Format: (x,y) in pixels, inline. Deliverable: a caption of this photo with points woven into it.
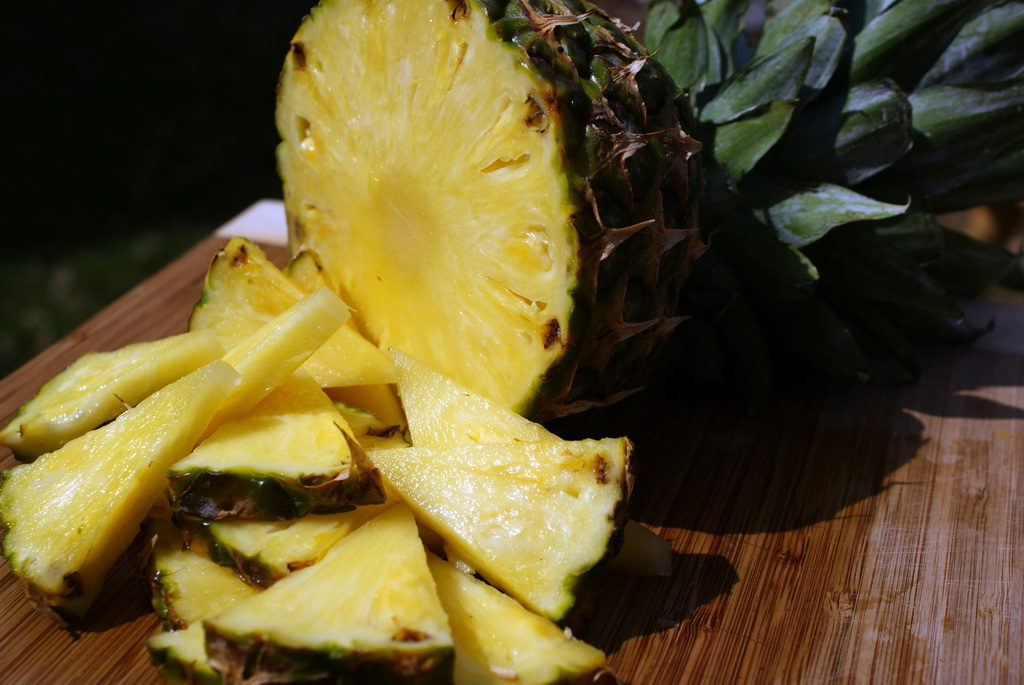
In this image there is fruit (423,299) in the center (383,338) which is on the brown colour surface (708,533).
